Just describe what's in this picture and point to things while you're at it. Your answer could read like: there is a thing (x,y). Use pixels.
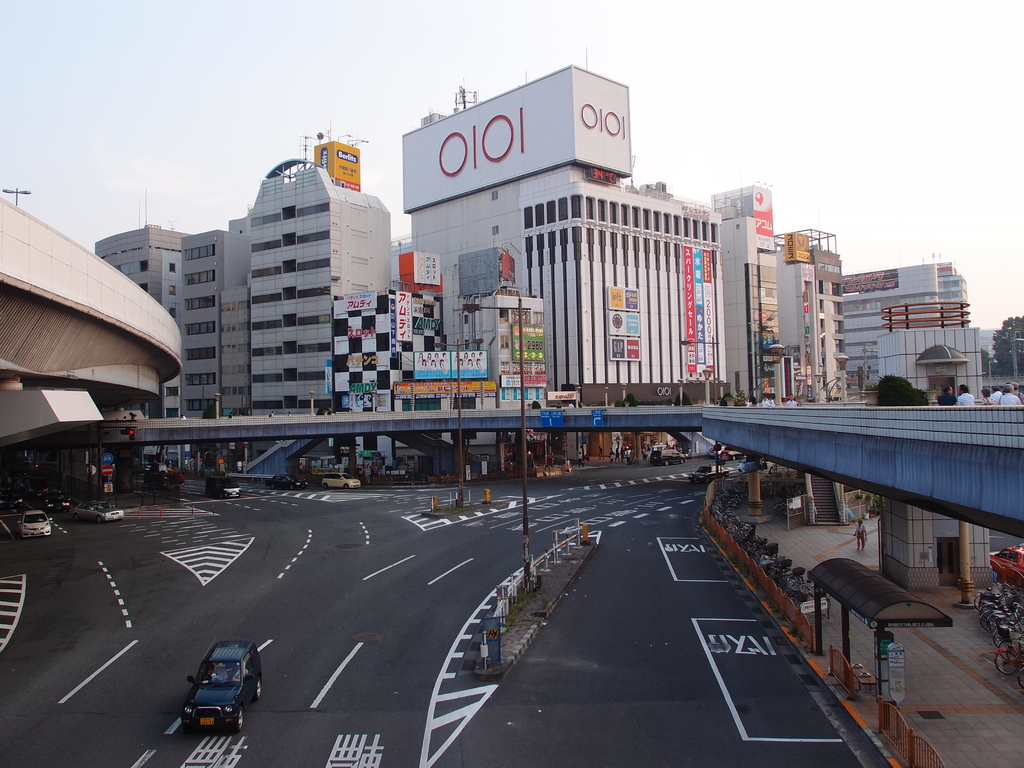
In this image I can see few vehicles (233,657) on the road (247,627). I can see the poles (577,533). To the right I can see few people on the bridge (904,477). In the background (296,363) I can see many buildings (634,378), boards (434,360), trees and the sky (237,121).
